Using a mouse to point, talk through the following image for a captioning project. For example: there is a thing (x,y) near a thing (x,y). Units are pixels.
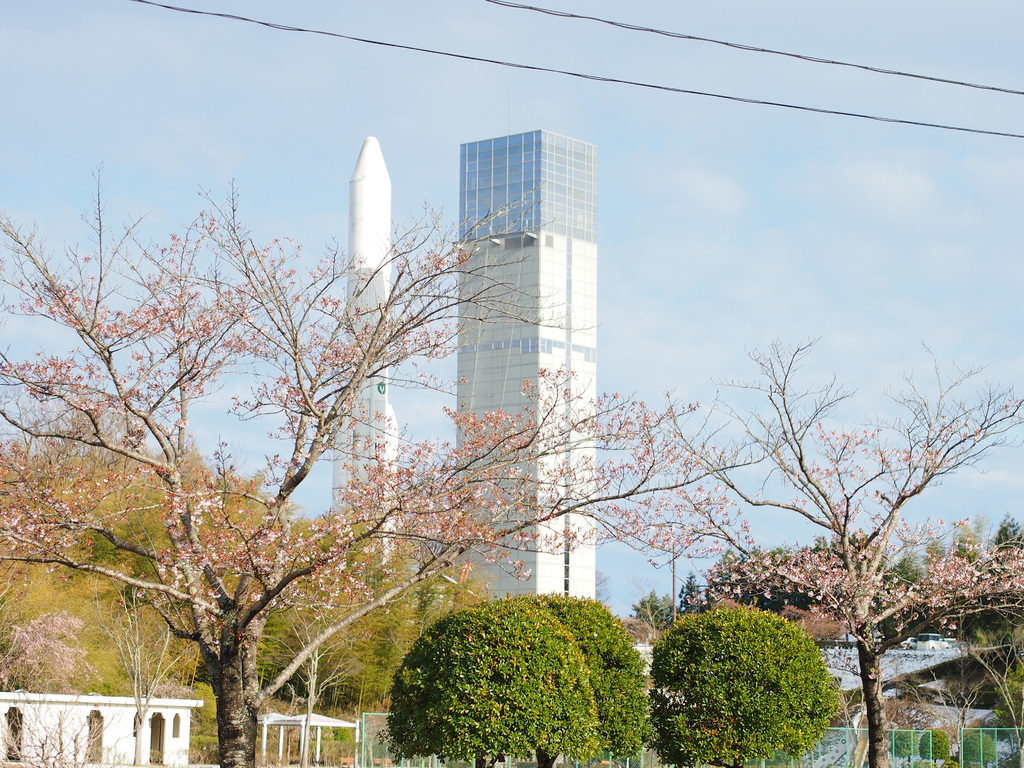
In this picture in the foreground (811,671) there are some trees (898,579) and plants (458,735), and in the background (387,444) there is a tower (534,252) and one rocket (384,381). At the bottom (967,745) there is a fence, on the left (109,725) there is a wall (180,729) and in the background (156,731) there are some houses (907,683). On the top of the image (285,100) there is sky (643,123) and some wires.
